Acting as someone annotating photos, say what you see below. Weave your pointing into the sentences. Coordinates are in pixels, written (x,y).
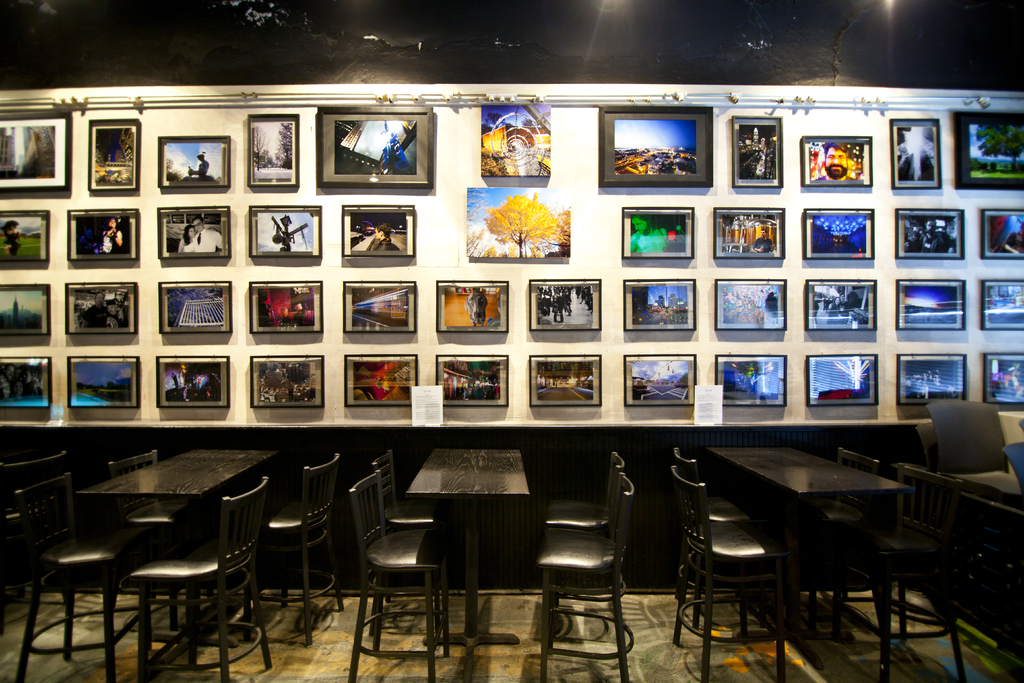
In this picture we can see tables (877,478) and chairs (13,522) on the floor (521,632), frames (195,222) on the wall (334,220), cards (713,406) and some objects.
